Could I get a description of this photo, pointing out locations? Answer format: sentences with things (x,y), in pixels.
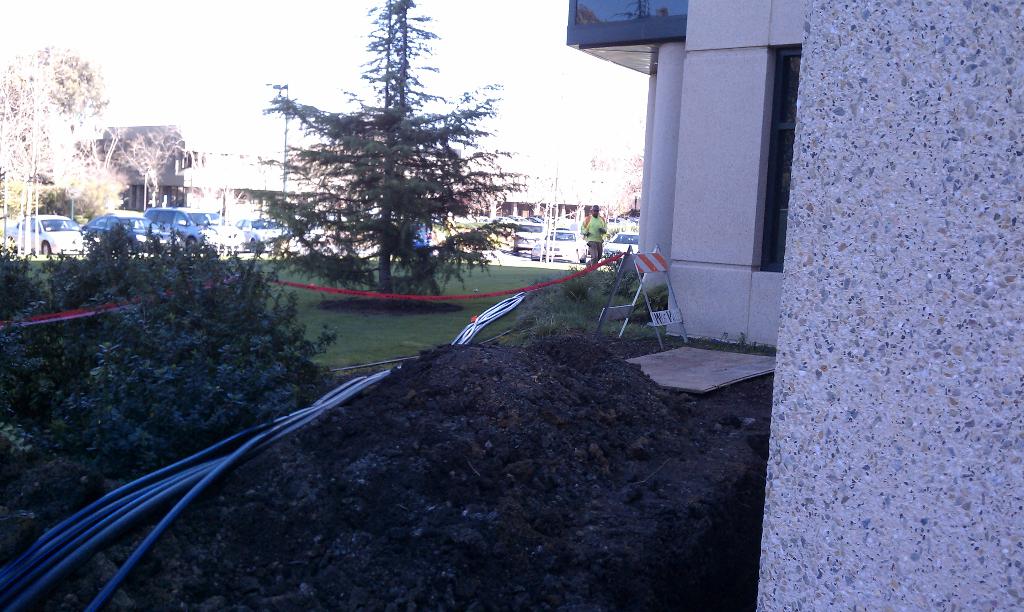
In this image at the bottom (292,539) there is mud (314,495), pipes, grass (363,336) and some plants (227,275). And in the background (570,250) there is one person (602,231), ladder (654,312), tape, vehicles (575,253), trees (461,194), buildings (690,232). On the right side of the image (791,218) there is a building (835,462), and some board (687,365). At the top (272,59) there is sky (222,111).
